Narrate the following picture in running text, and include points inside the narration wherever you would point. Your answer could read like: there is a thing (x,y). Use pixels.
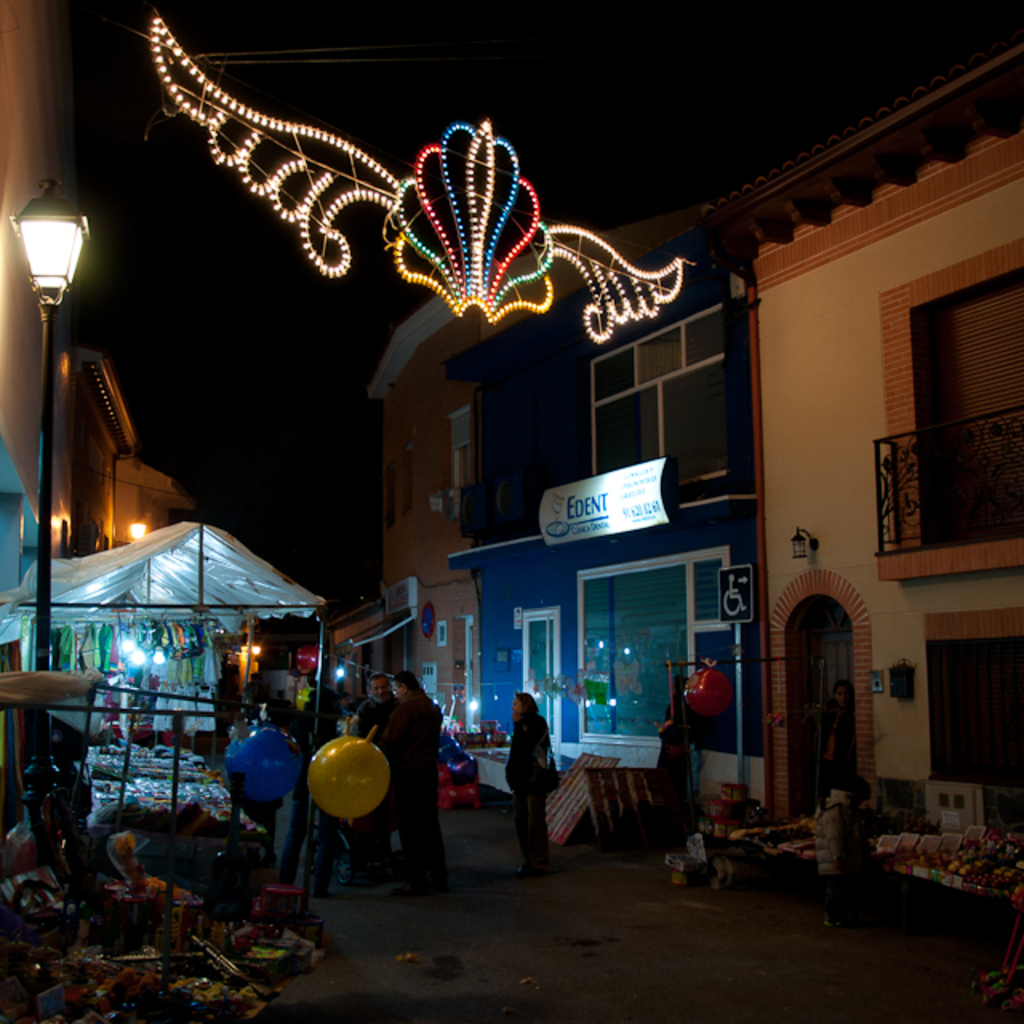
In this image there are buildings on either side of the roads (618,931) and a small shops (173,801) in front of the houses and there are light poles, people (412,767) are walking on the road (444,811).
